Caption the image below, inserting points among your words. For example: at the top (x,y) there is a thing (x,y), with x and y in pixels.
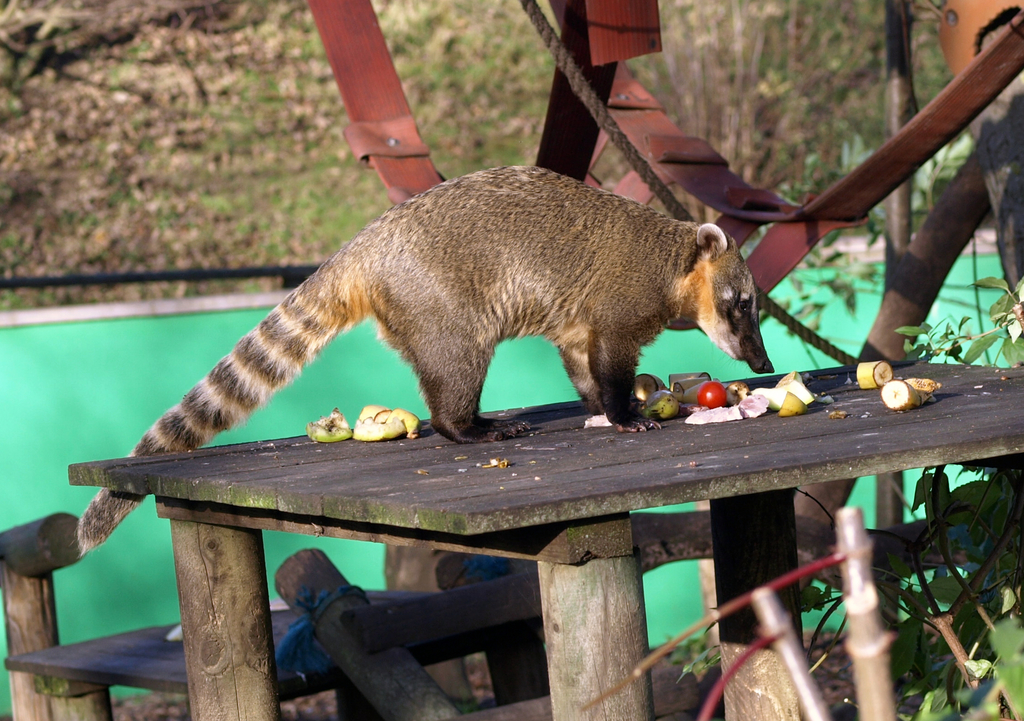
In this picture I can see a coati (603,195) on the wooden table (634,475), there are fruits (765,395) and a tomato (713,389) on this table (672,458). At the top (920,129) there are iron things (664,154) in this image.
